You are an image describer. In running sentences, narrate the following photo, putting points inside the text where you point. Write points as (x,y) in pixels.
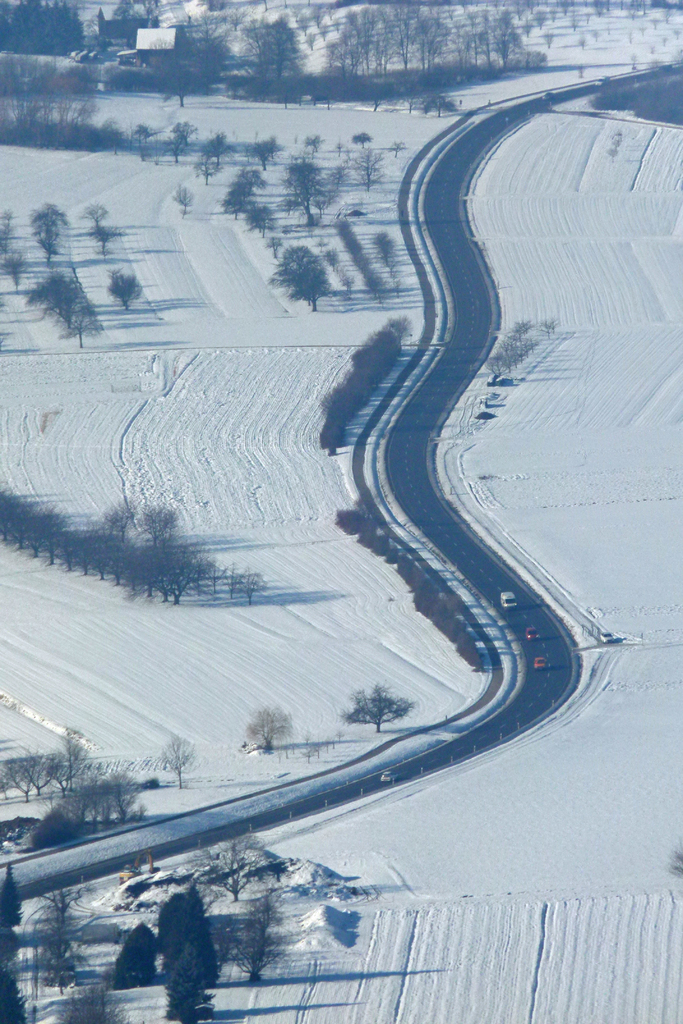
In this picture we can see vehicles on the road (472,568), trees (148,945) and white surface (247,228).
